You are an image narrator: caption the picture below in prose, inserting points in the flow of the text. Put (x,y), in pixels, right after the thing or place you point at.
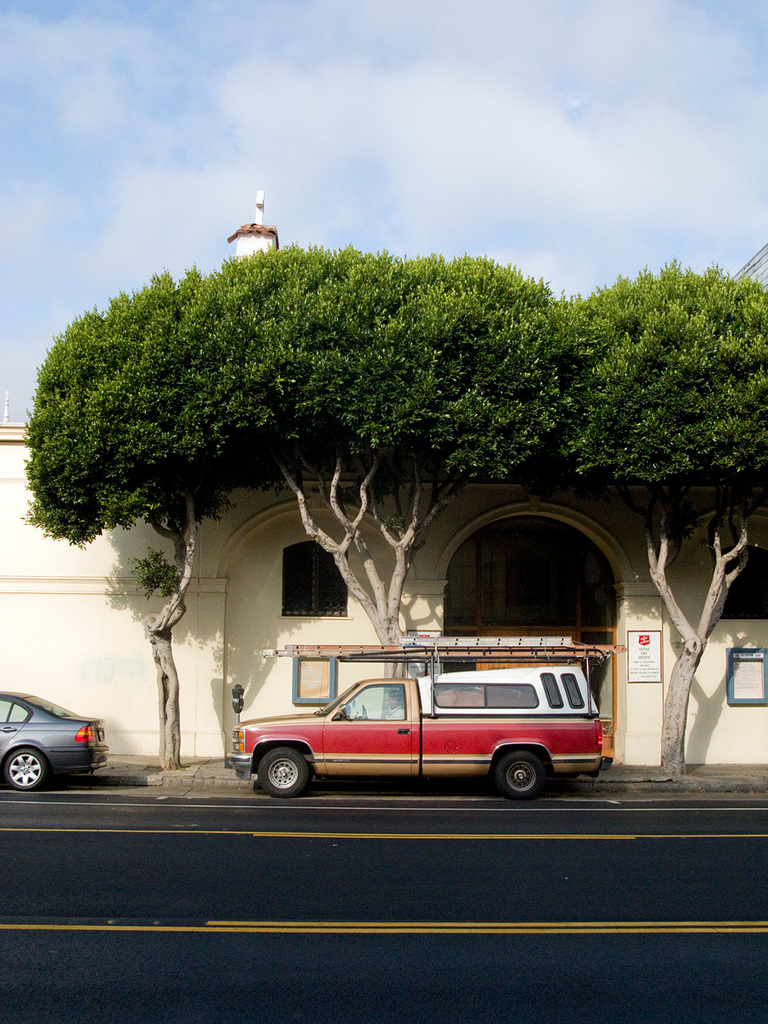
We can see road (389,822) and vehicles (405,650). In the background (290,284) we can see trees (706,455), building (66,595), windows (313,588) and sky (561,198).
